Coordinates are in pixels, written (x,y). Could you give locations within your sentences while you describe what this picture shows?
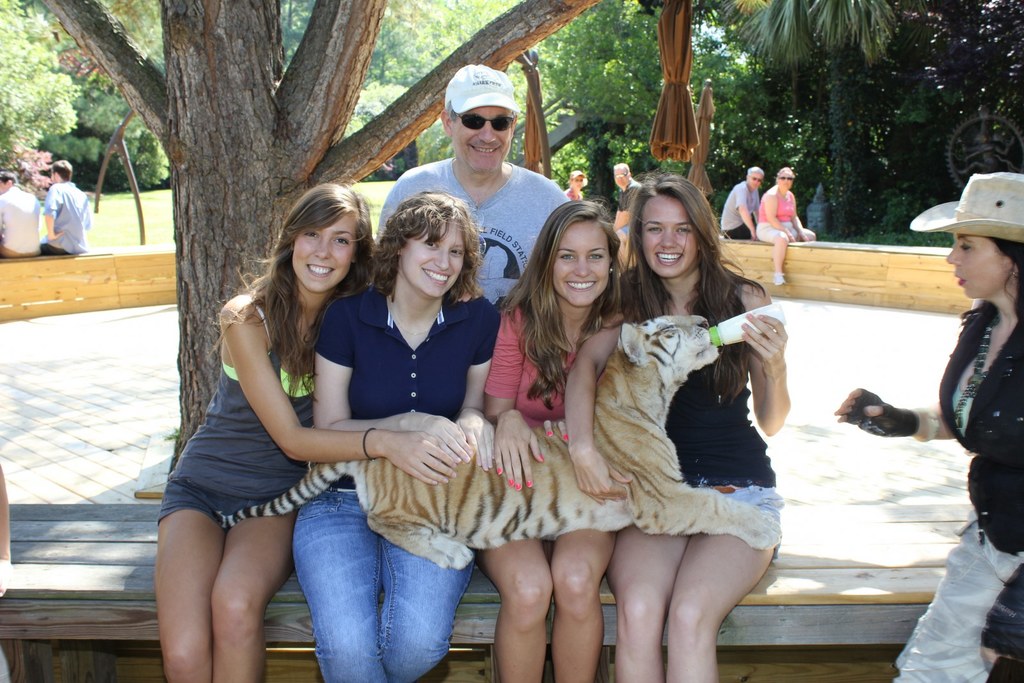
In the middle of the image (590,235) few women (758,352) are sitting and holding a tiger (701,496) and smiling. Behind them a man (463,142) is standing and smiling. Bottom right side of the image (973,581) a woman (1013,269) is standing and watching. Top left side of the image (218,11) there are some trees (383,138). Behind the trees (20,4) few people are sitting.
